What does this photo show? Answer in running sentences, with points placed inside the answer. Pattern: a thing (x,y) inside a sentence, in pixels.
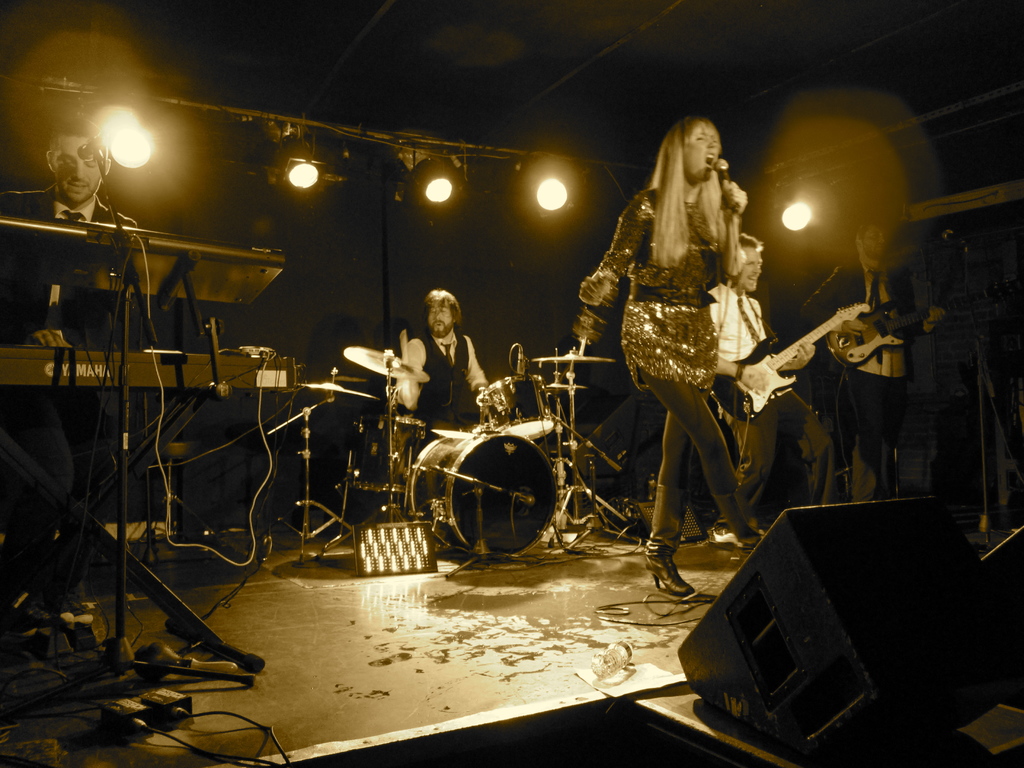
a person (671,328) is standing and singing, holding a microphone (731,176) in her hand (733,195). behind her there are 4 people (726,299). the people (758,313) at the right (748,303) are playing guitar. the person (436,363) at the center (433,459) is playing drums (450,441). the person (51,333) at the left is playing keyboard (84,350). above them there are lights (431,166). in the front (610,668) there is a water bottle (621,659).
